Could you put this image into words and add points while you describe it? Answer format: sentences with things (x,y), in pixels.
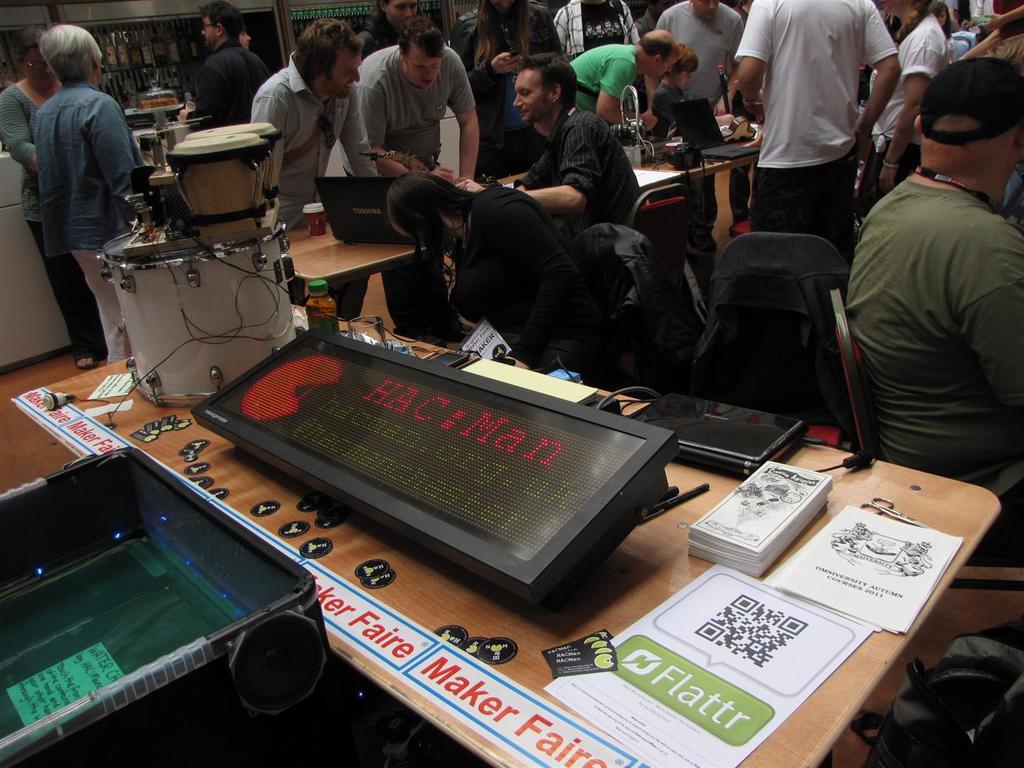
The image is inside the room (640,120). In the image there are group of people (1000,316) sitting on chair (720,380) and few people (90,134) are standing in front of a table (167,434). On table (207,452) we can see a led display (490,435), barcode (736,617), papers (706,606) and a basket (111,618).
